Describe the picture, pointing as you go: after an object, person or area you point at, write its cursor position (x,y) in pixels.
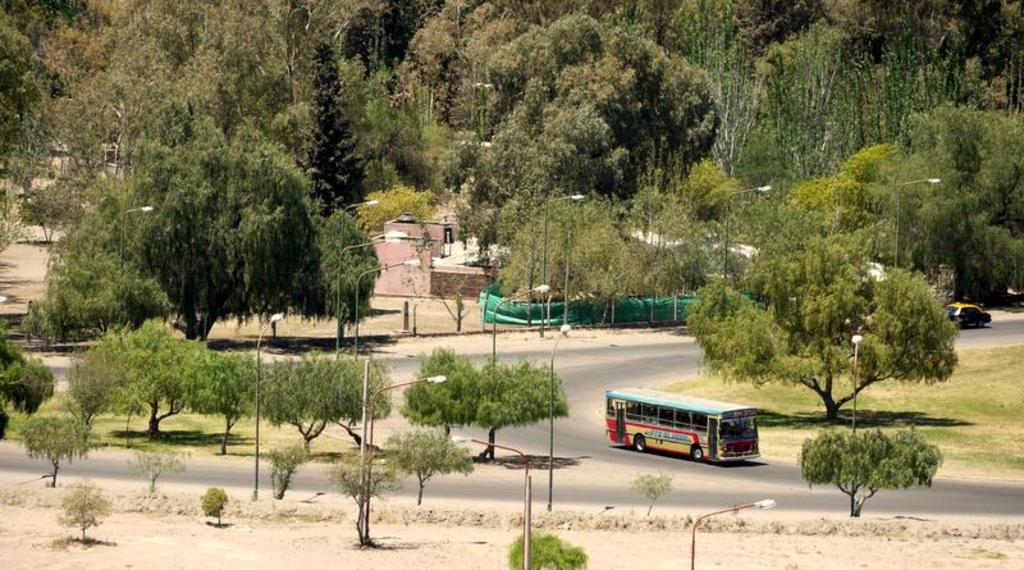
In this picture there is a bus (672,448) at the bottom side of the image (612,411) and there is a house (459,285) in the center of the image (408,216), there are trees (566,72) and poles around the area of the image and there is a car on the right side of the image (955,323).
